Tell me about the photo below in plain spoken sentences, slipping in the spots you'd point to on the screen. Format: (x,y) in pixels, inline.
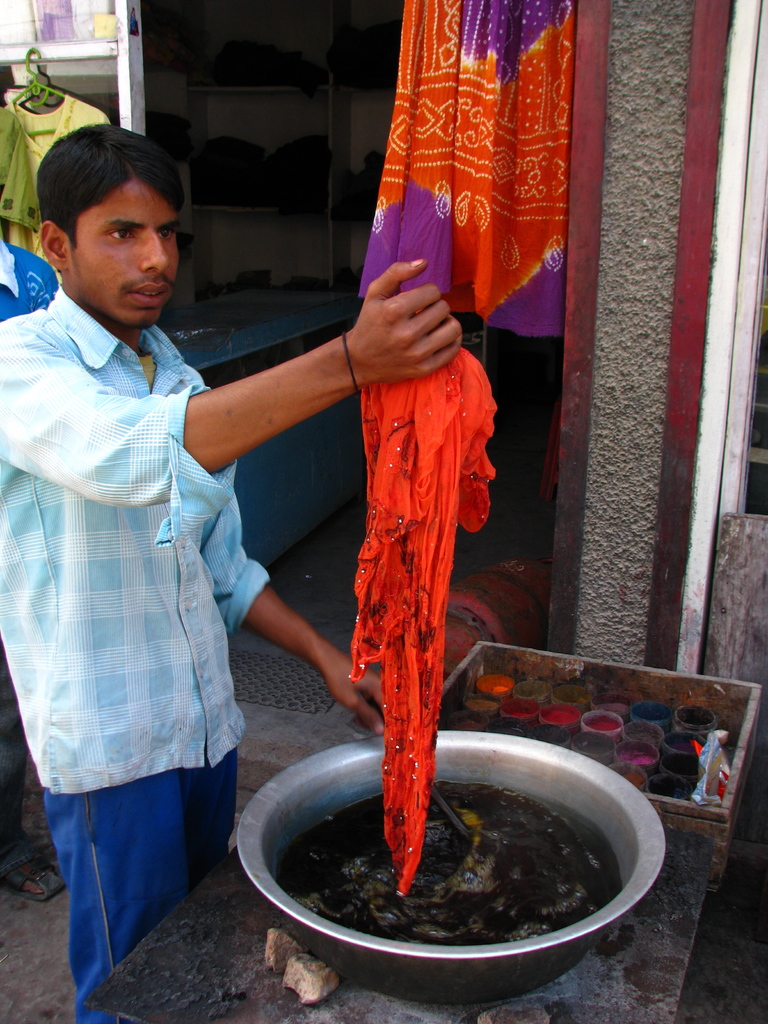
There is a man (260,420) holding a cloth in the foreground area of the image (221,831), there is a water container (532,866) and other items (631,699) at the bottom side (370,827). There are clothes (284,61), shelves (384,106) and other objects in the background (352,281).
